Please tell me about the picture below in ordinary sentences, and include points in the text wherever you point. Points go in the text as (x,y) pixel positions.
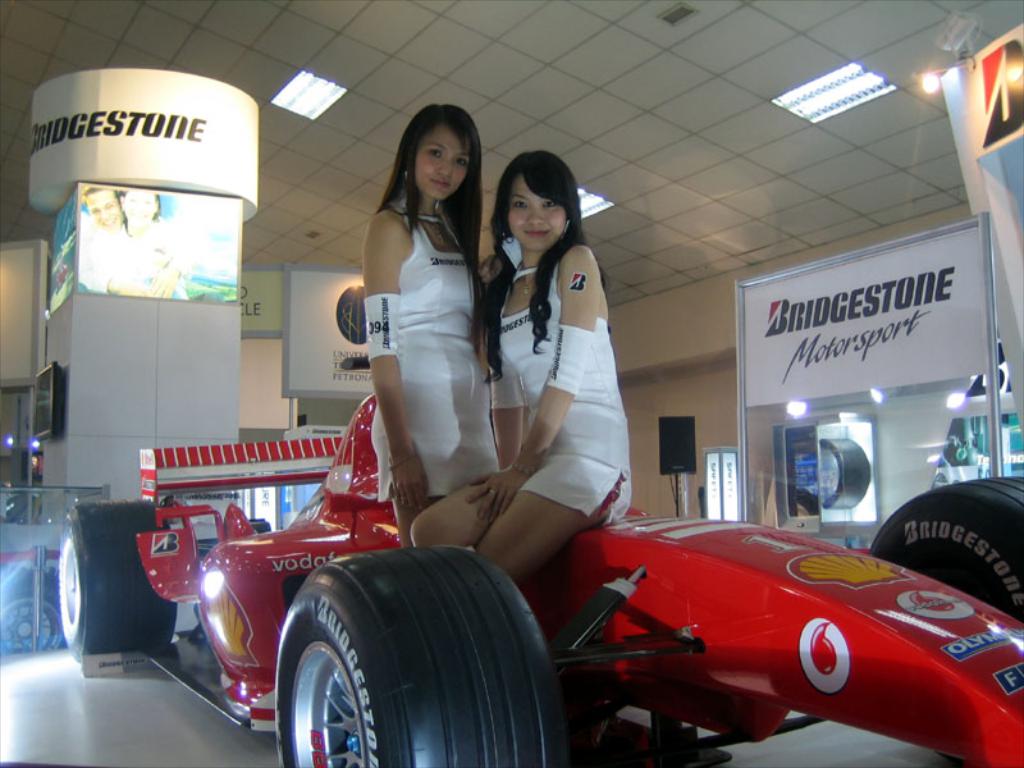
In this image we can see two women (595,326) sitting in a car (435,680) which is placed on the surface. On the backside (212,434) we can see a pillar (224,419) with a television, pictures (98,275) and some text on it. We can also see a board (925,333) with some text (869,350), a speaker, some lights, a fence (28,506), a wall (670,376) and a roof (654,47) with some ceiling lights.
